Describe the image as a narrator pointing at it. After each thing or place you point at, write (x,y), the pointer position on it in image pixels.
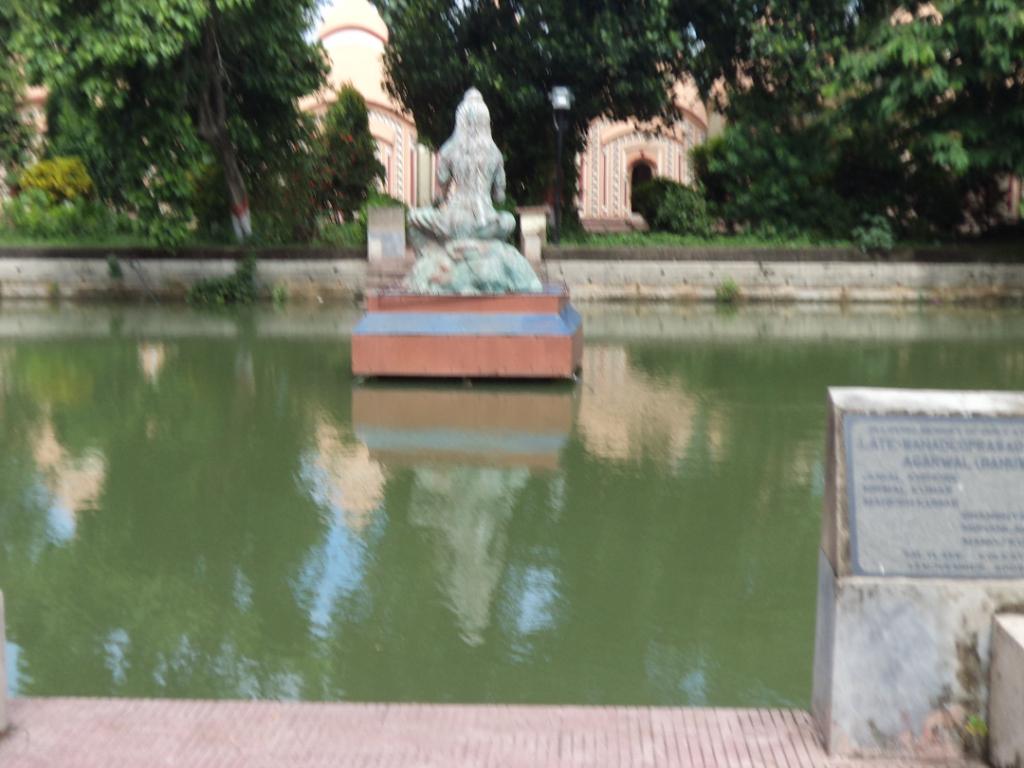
In this image I can see water (542,435) and in the centre (434,262) I can see a sculpture (509,253) on the water (532,385). In the background (535,176) I can see number of trees (331,151), few buildings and on the right side (834,488) I can see something is written on the stone board (867,516).
